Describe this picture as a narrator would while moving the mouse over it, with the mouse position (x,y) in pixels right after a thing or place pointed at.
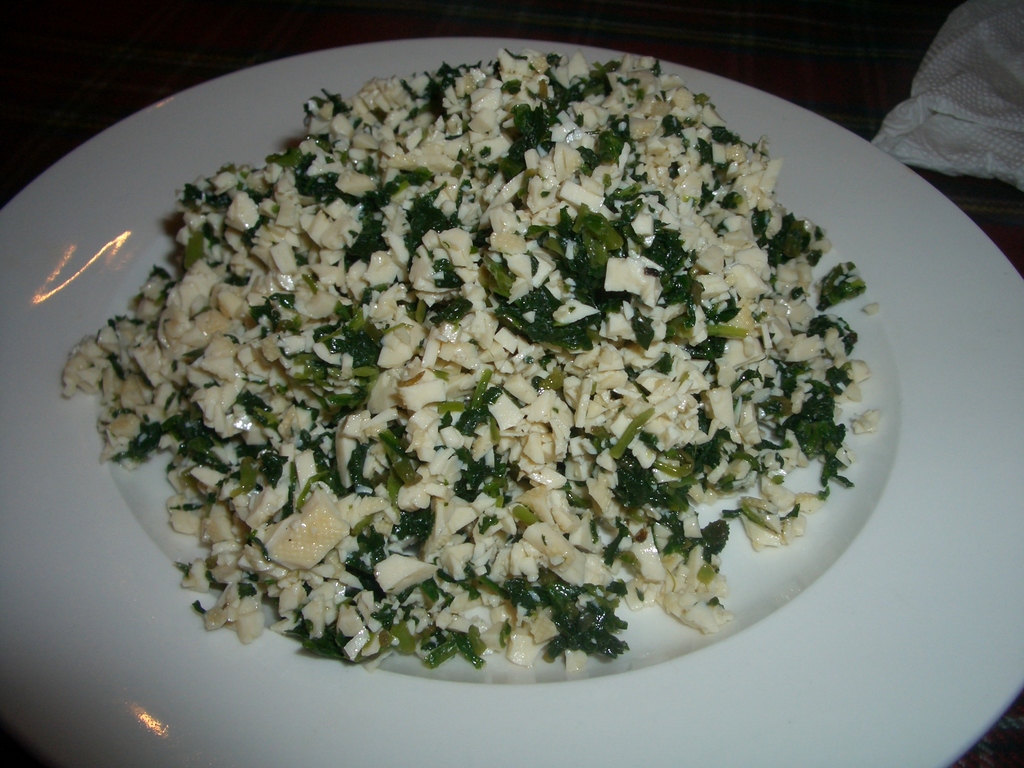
In this picture we can observe some food (373,399) placed in the white color plate (159,140). The food (364,338) is in white and green color. On the right side (941,108) we can observe white color tissue paper (939,100). The plate (825,155) is placed on the table (123,95).
